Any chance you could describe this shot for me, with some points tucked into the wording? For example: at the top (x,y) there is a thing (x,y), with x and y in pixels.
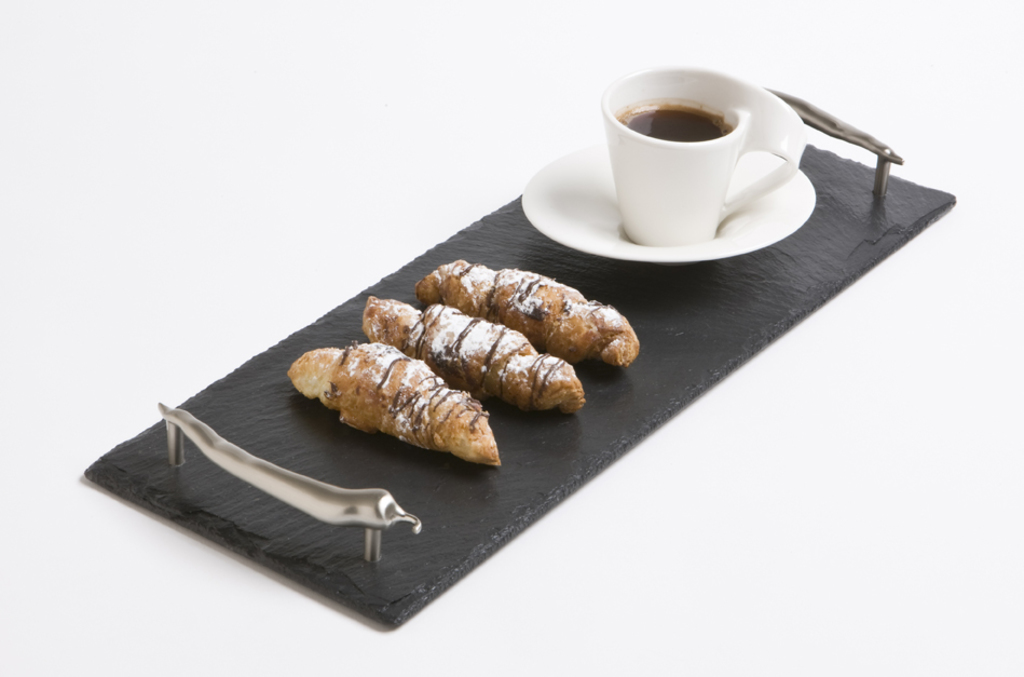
In this image we can see a tray (824,171) with some food items (537,276). And we can see a saucer (741,160) and cup (711,174) with drink (682,115).
